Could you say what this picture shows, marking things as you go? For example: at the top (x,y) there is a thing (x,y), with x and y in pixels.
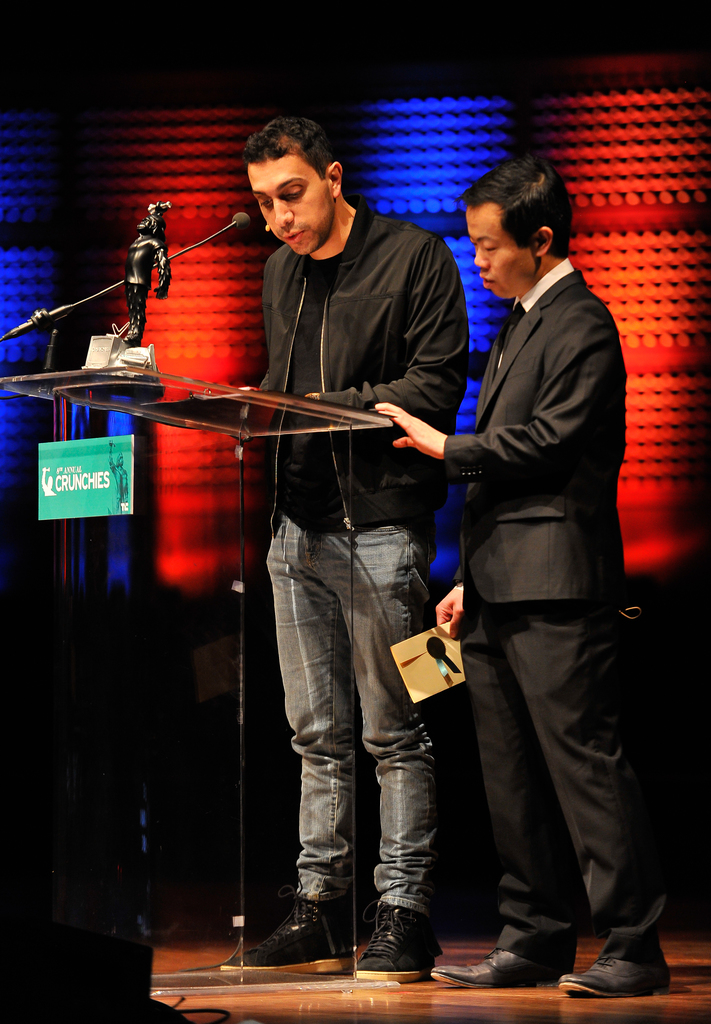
In this picture there is a person (375,287) wearing black jacket (374,299) is standing and speaking in front of a mic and there is a glass stand (219,401) in front of him which has few objects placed on it and there is another person (500,343) standing beside him and the background (426,128) is in blue and red color.
